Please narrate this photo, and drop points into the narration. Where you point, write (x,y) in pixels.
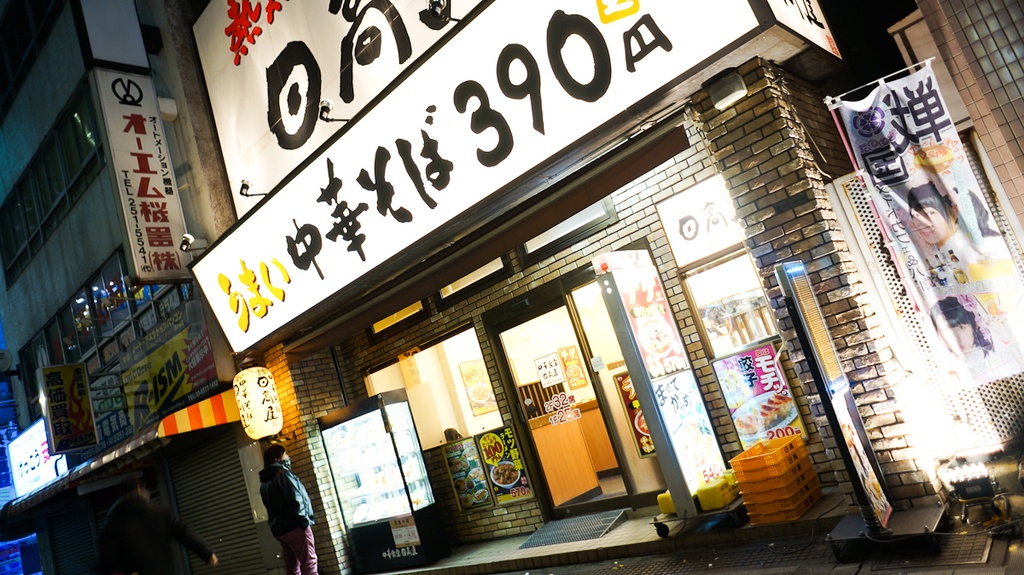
This picture consists of building (28,310), on the wall (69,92) of the building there are hoarding board (526,162) and text (147,186), in front of the building (78,507) there are two persons (130,507) visible and in front of entrance gate (563,367) of the building (719,394) there are yellow color trays (740,488), refrigerator (346,506) and a board (650,366) visible.
